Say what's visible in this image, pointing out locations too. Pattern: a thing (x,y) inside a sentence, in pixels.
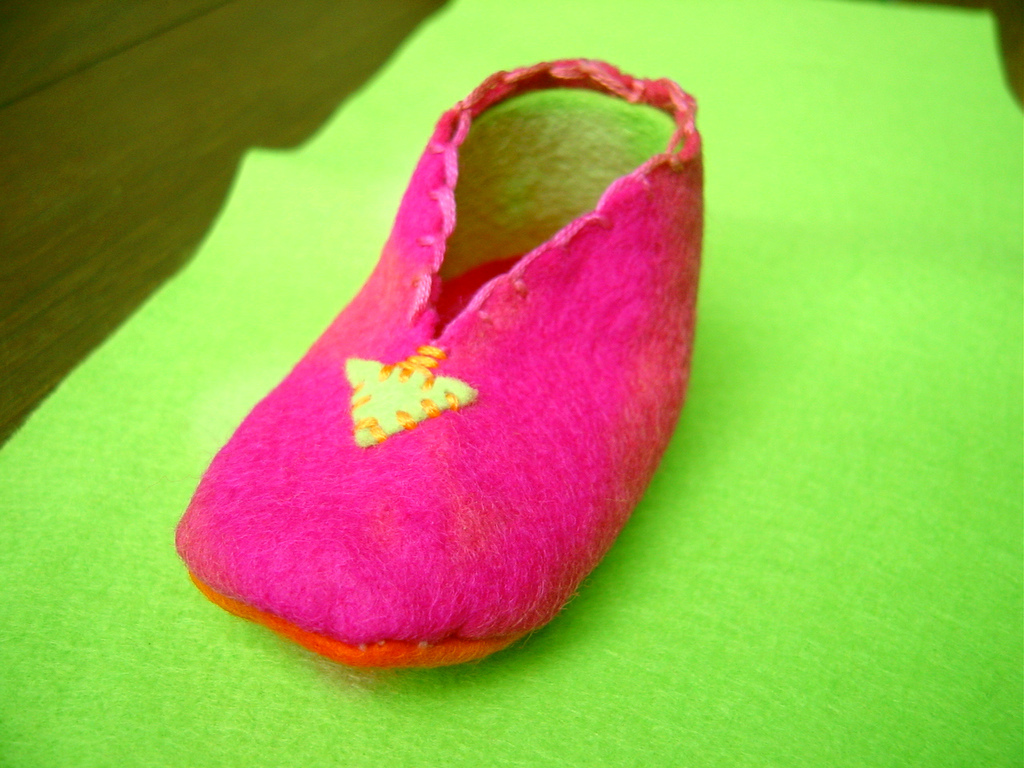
Here I can see a pink color object (332,346) which seems to be a shoe (432,236). It is placed on a sheet (556,707). At the top (160,96) there is a wooden plank (130,118).
